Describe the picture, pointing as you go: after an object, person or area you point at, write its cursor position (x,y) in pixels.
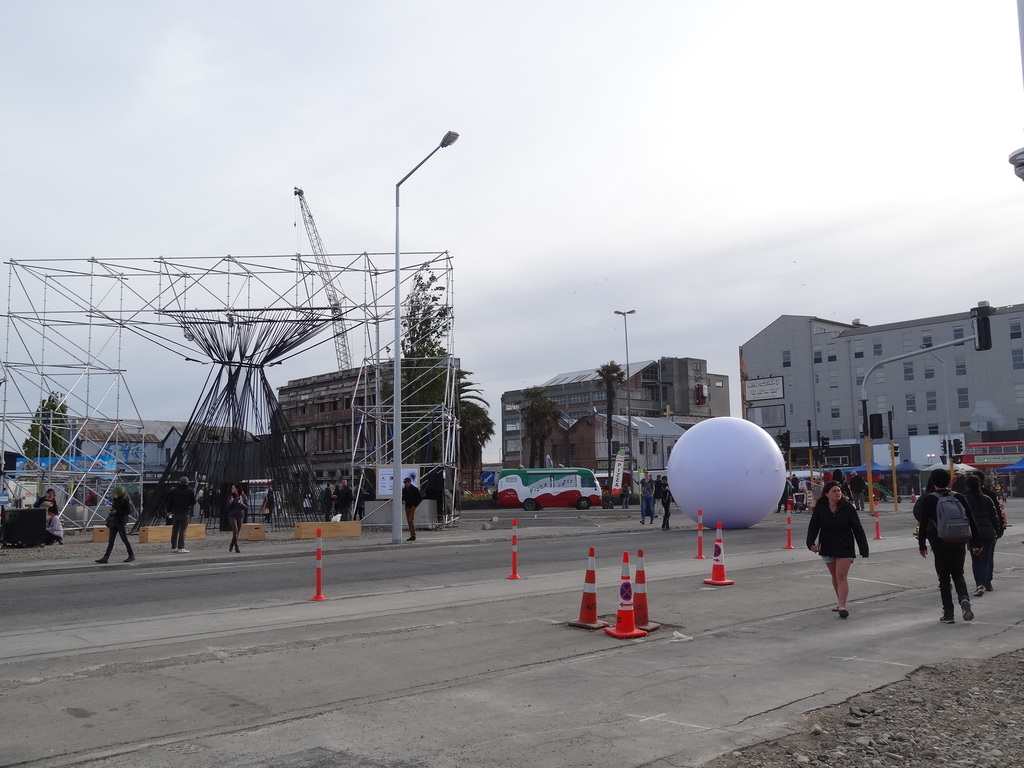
There is a group of people (859,542), a vehicle (549,495) and a ball (726,488) is present on the road (897,609) as we can see at the bottom of this image (929,582). There are trees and buildings (332,423) in the background (899,406). The sky (542,253) is at the top of this image (532,191).
